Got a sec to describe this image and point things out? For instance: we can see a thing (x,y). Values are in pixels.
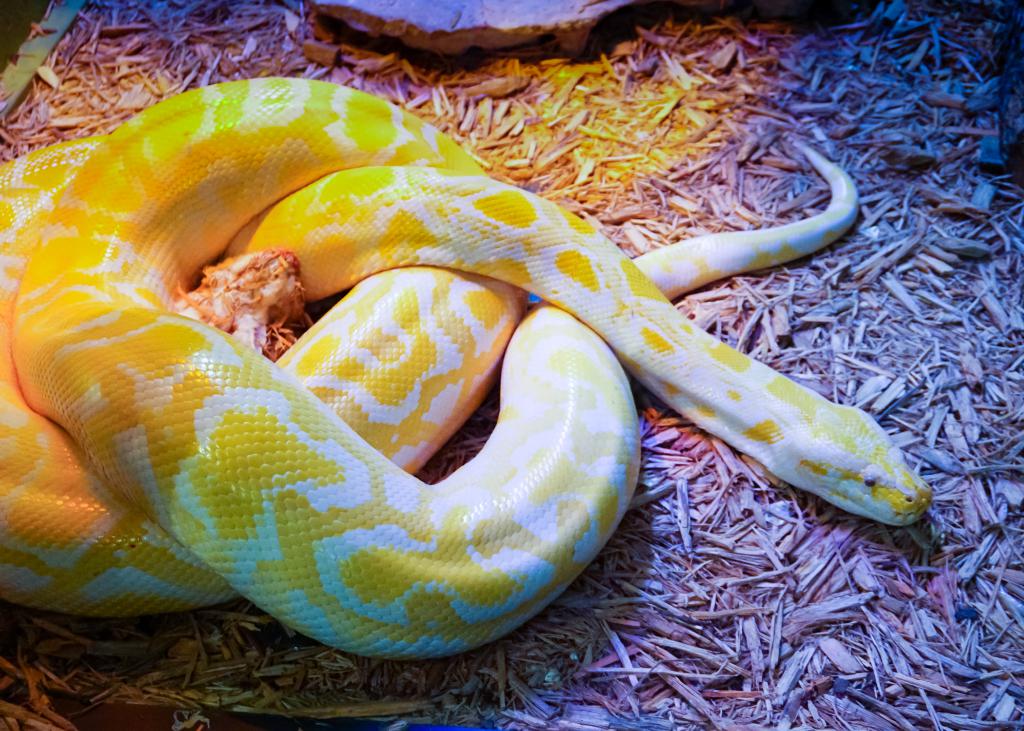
In this image we can see a snake (199,369) on the ground (677,663) and there is a stone (515,12) beside the snake (352,310).
